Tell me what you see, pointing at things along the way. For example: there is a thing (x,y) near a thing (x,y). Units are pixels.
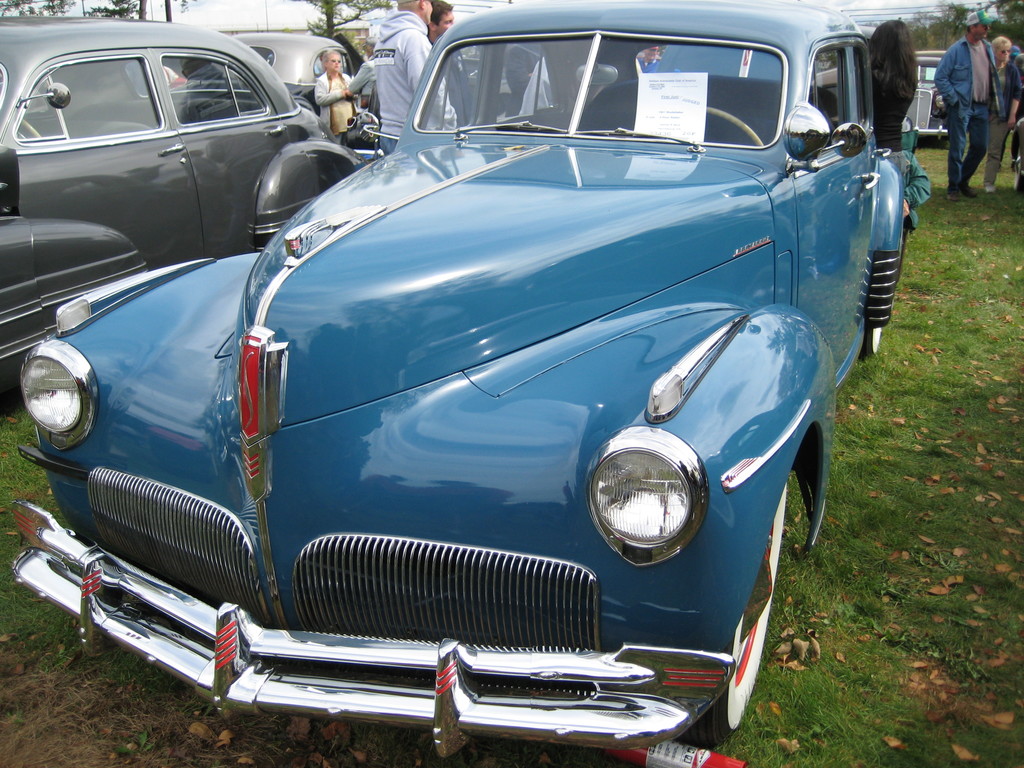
In this picture there is a car (200,304) in the center of the image (463,350) on the grassland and there are other cars (297,63), trees (381,6), and people (387,39) in the background area of the image (936,33).
